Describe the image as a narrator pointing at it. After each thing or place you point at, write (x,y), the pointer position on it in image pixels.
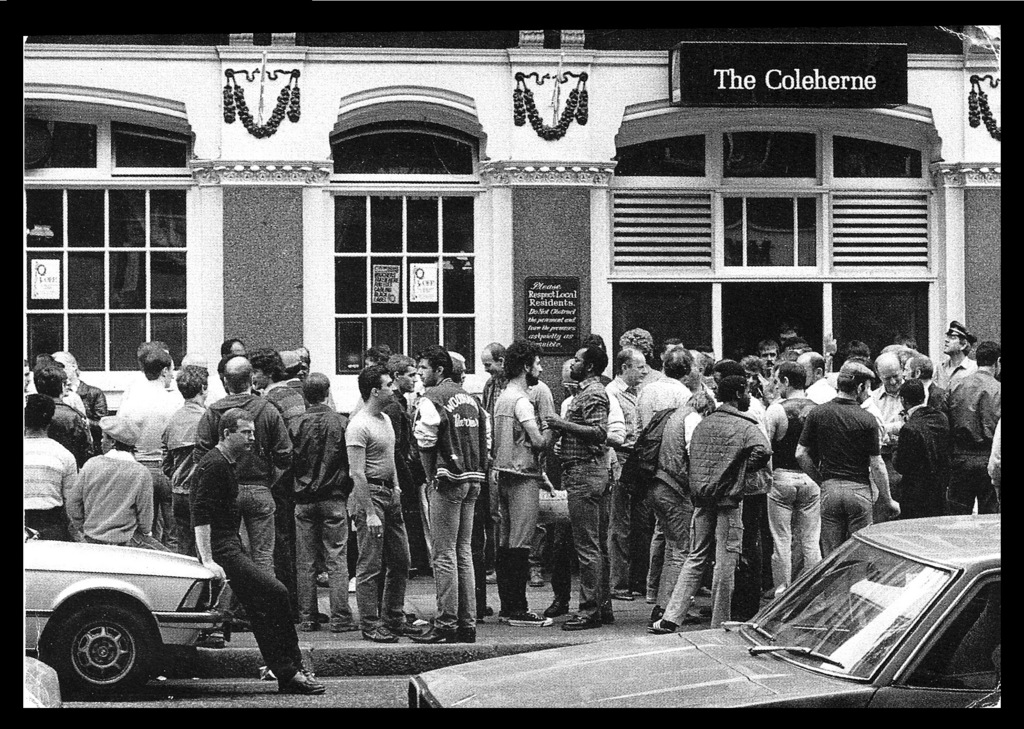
This is a black and white image. In this image we can see there are many people (451,464) standing in front of the building (349,243) and there are two cars (539,674) on the road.
